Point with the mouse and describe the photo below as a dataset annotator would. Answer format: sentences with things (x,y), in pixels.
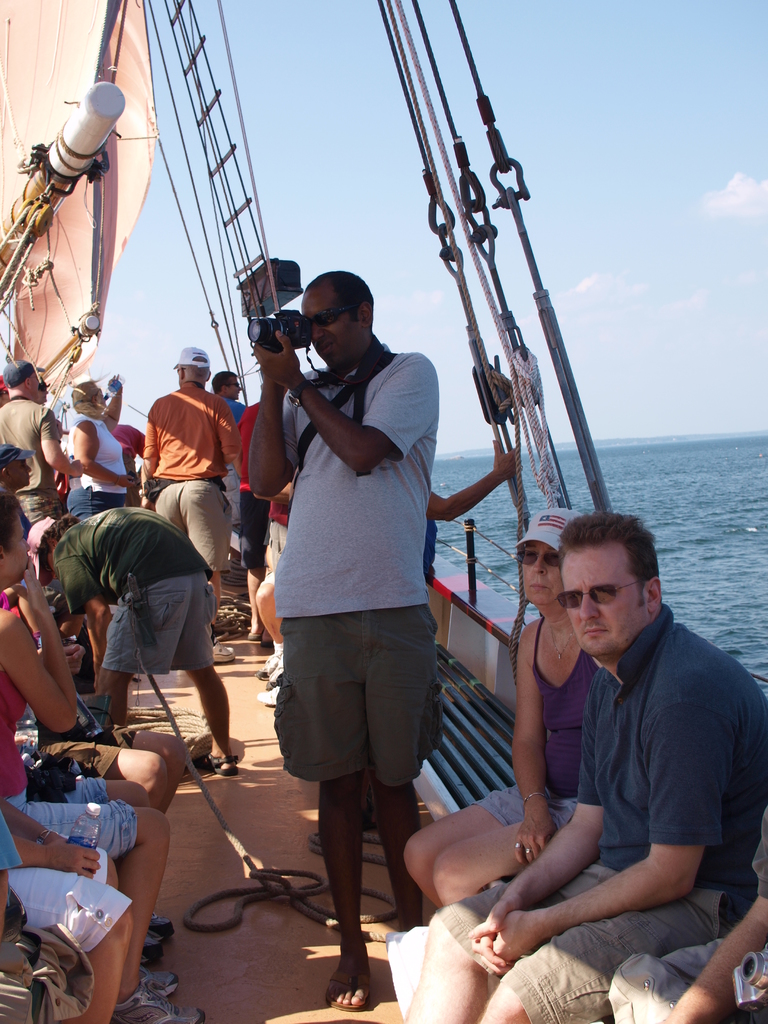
In this image there are few people (385,751) travelling on a ship (178,699), which is on the river (748,618), one of them is holding a camera (284,325) in his hand (272,376). In the background (632,404) there is a sky (593,382).
